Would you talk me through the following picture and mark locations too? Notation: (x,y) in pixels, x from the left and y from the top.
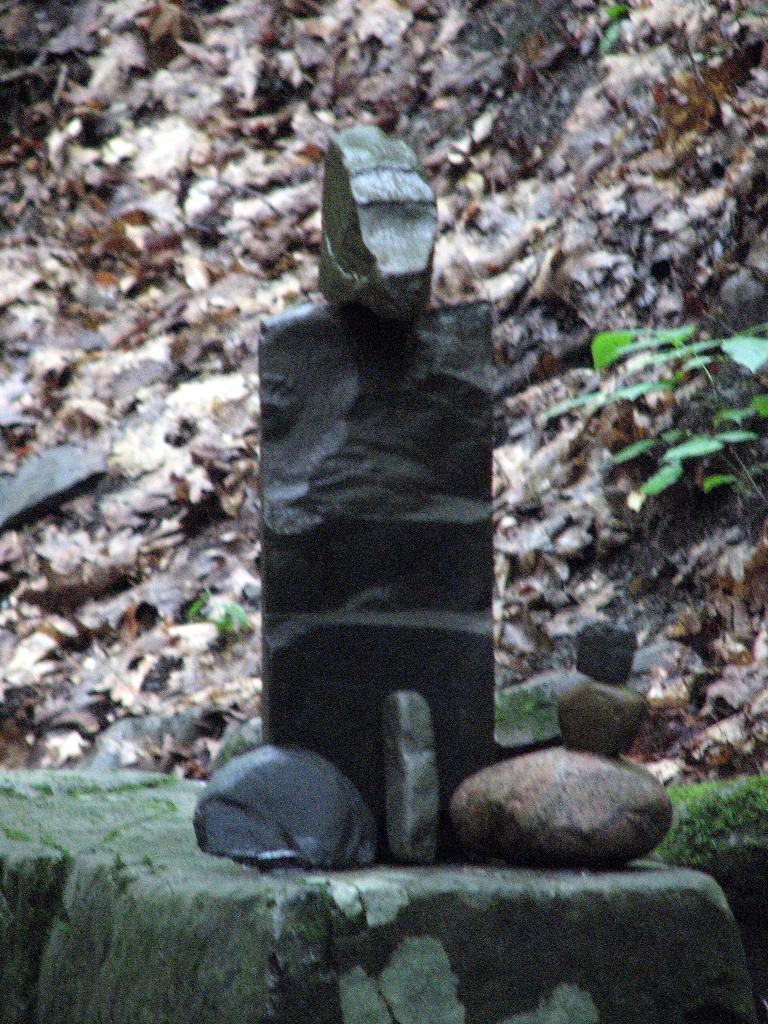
In this picture there are stones (272,322). At the back (707,375) there are plants (690,457) and there might be a rock (56,453).
